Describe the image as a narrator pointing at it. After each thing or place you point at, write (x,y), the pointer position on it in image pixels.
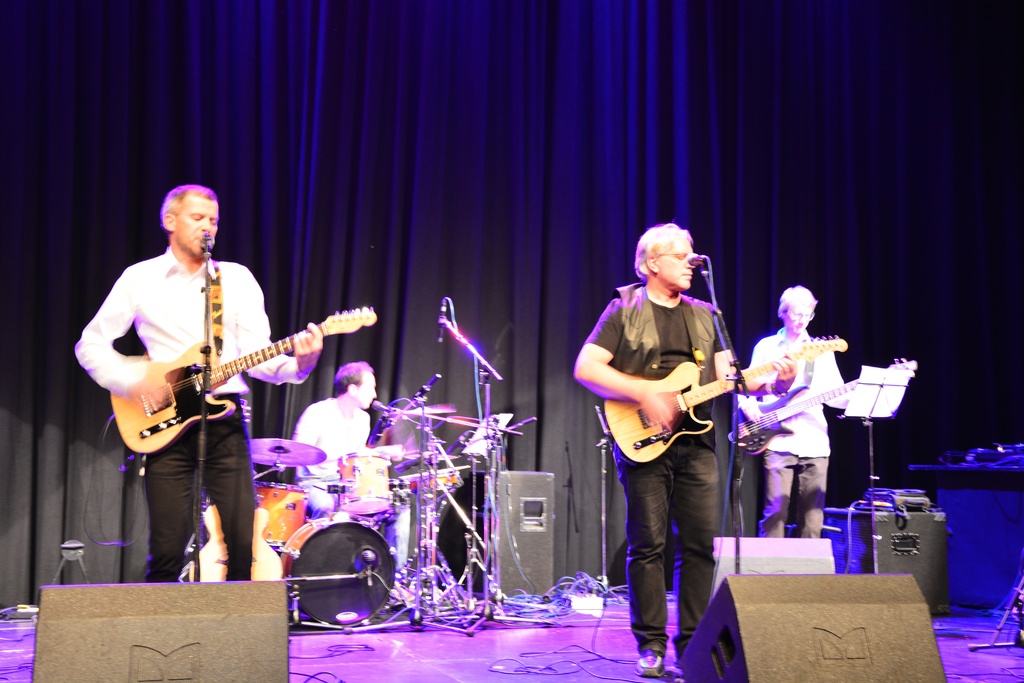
In this image there are group of persons (653,338) who are playing musical instruments (141,438). At the foreground of the image (812,591) there are two sound boxes (812,591) and at the background of the image (551,127) there is a black color curtain (528,122).
